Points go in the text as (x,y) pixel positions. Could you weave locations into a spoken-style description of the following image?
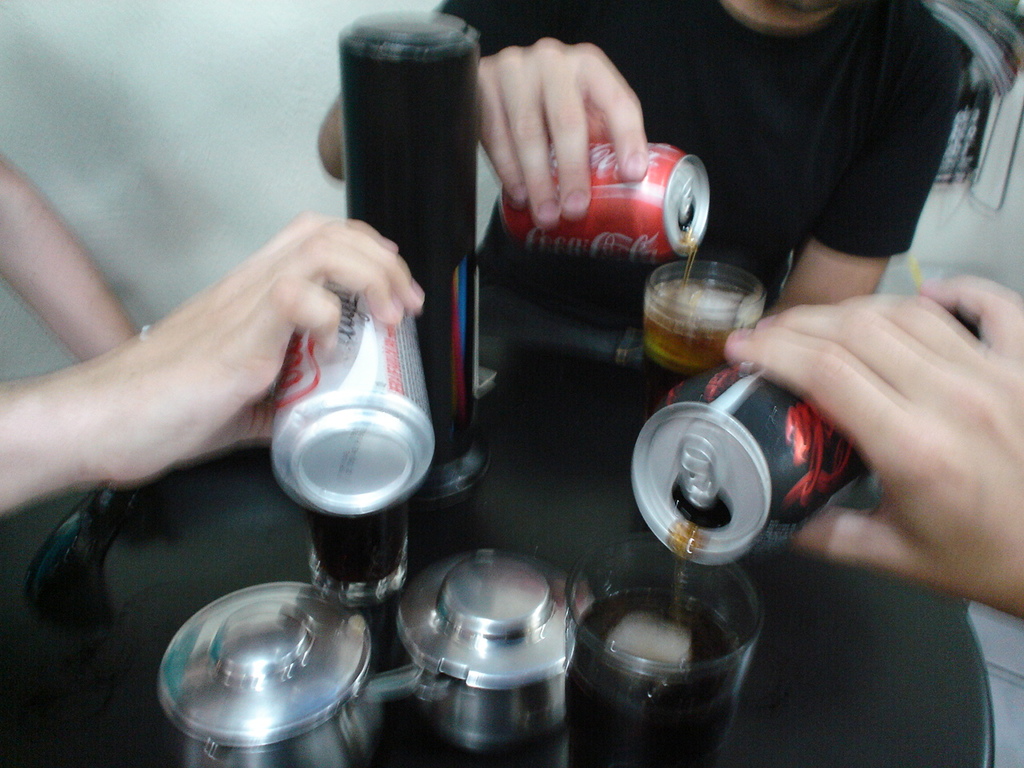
In this image I can see there is a table (106,749) and there are few beverage cans (378,442) being poured and there are few glasses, there are few people (497,58) around the table (9,752).
